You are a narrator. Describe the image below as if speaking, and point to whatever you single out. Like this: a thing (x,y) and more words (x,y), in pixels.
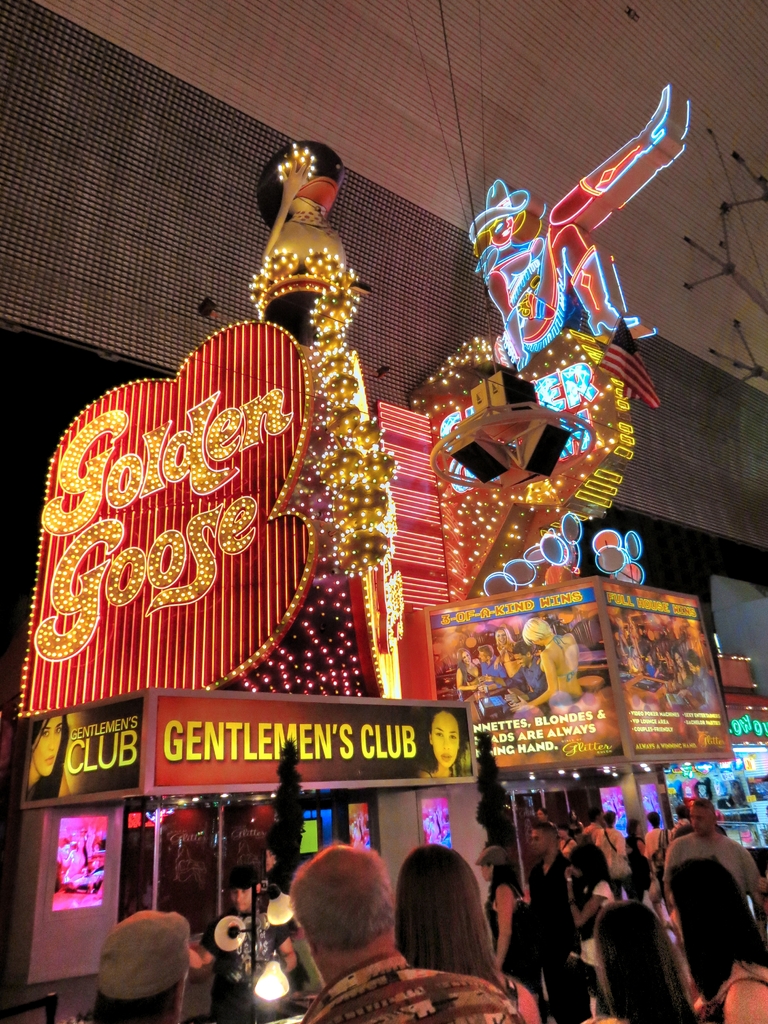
In this image I can see number of people (464,865) are standing. I can also see few boards (444,632), lights (624,563) and I can see something is written at few places.
